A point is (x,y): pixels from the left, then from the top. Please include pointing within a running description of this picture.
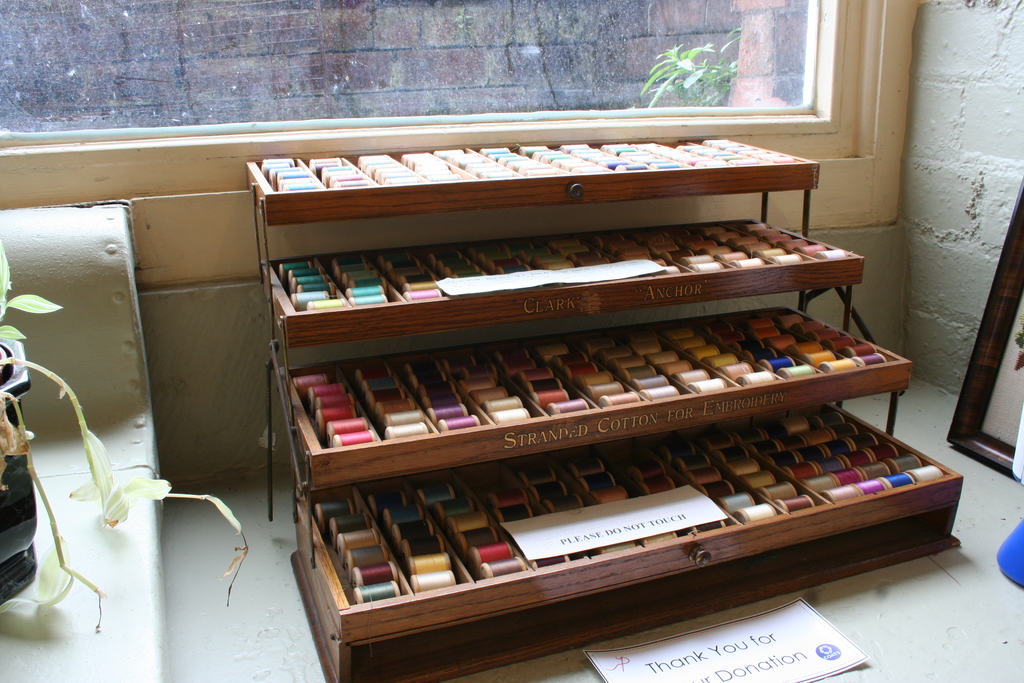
In this image there is a pot (15,421) on the left side (24,399). There is a step by step table (489,478). There are many threads bundles (487,167). There is a wall (971,167) on the right side (931,142). There is a wall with glass (318,84) in the background (437,146). There is a plant (671,73) behind the glass (393,38). There is a wall (741,73) behind the glass (575,88).
